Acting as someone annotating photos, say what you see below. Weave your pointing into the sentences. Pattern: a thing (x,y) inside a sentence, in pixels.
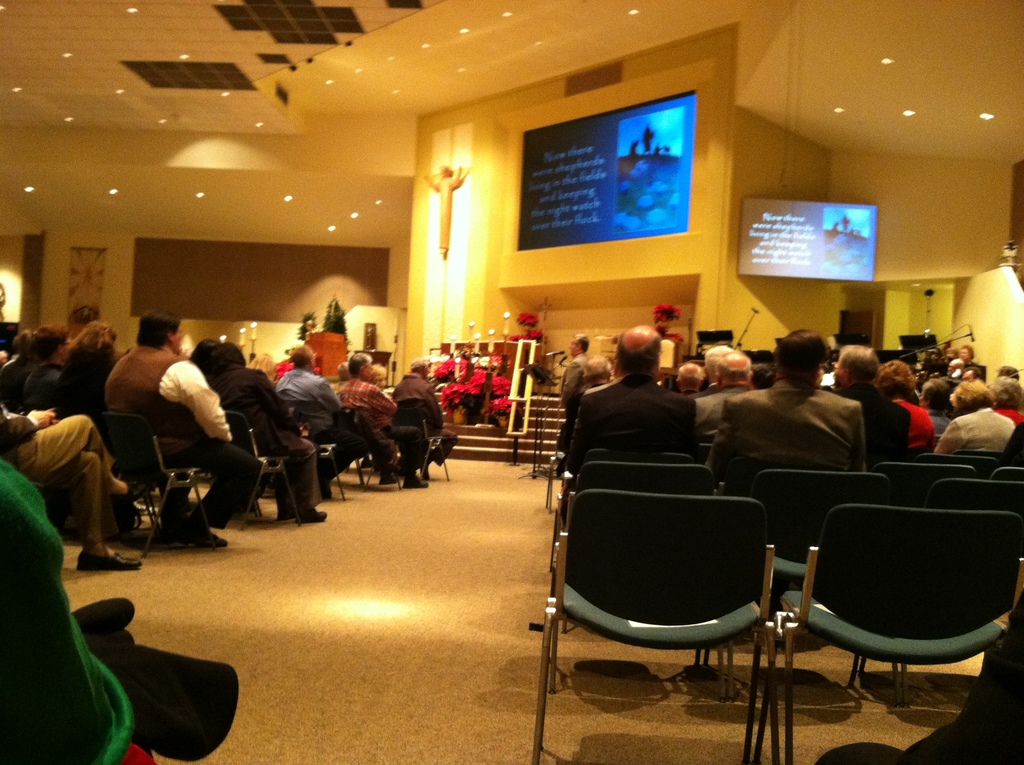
In this image there is a big hall (118,325) in which there are people (289,381) sitting on the chairs (125,460) and doing the prayer. In the middle (566,386) there is a man (566,377) who is standing in front of mic (555,356) and there are flowers (464,372) and candles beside him. At the top (526,193) there is statue (445,194) and a hoarding (559,160) to the wall (646,97). At the top (48,76) there is ceiling (298,37) with the lights (460,70).
